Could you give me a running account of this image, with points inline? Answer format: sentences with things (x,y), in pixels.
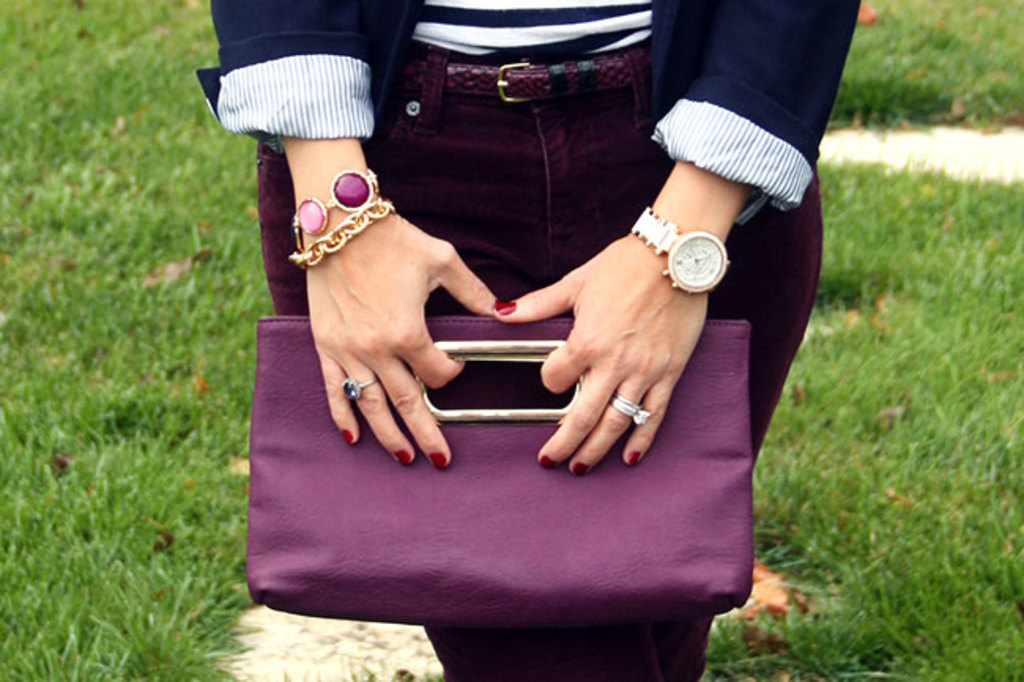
In this image I can see the person (300,159) wearing the white, navy blue and the maroon color dress (501,114). I can see the person (341,355) holding the bag (511,502). The person (330,362) is also wearing the bracelet (305,209), watch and rings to the fingers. To the side of the person (281,77) I can see the grass (808,410).
